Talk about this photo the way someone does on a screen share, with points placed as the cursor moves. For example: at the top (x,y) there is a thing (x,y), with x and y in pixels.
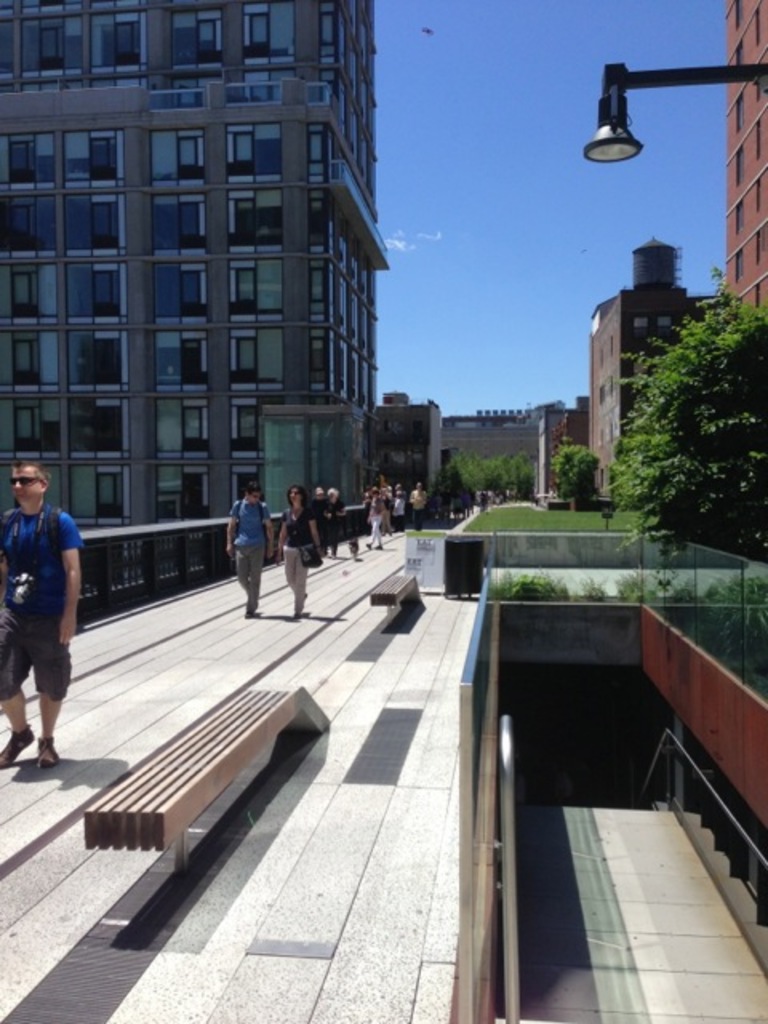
In this picture we can see a few people (382,493) and benches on the path (354,570). There are glass objects (653,568). Through these glass objects (703,580), we can see a few trees (665,568) on the right side (541,580). There are a few stairs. Some grass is visible on the ground (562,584). We can see a few trees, buildings (519,428) and a light (602,133) on the right side (578,436). There are some buildings (206,424) and a railing (122,543) is visible on the left side (182,570). Sky (437,246) is blue in color. We can see an object (430,30) in the sky (469,99).
